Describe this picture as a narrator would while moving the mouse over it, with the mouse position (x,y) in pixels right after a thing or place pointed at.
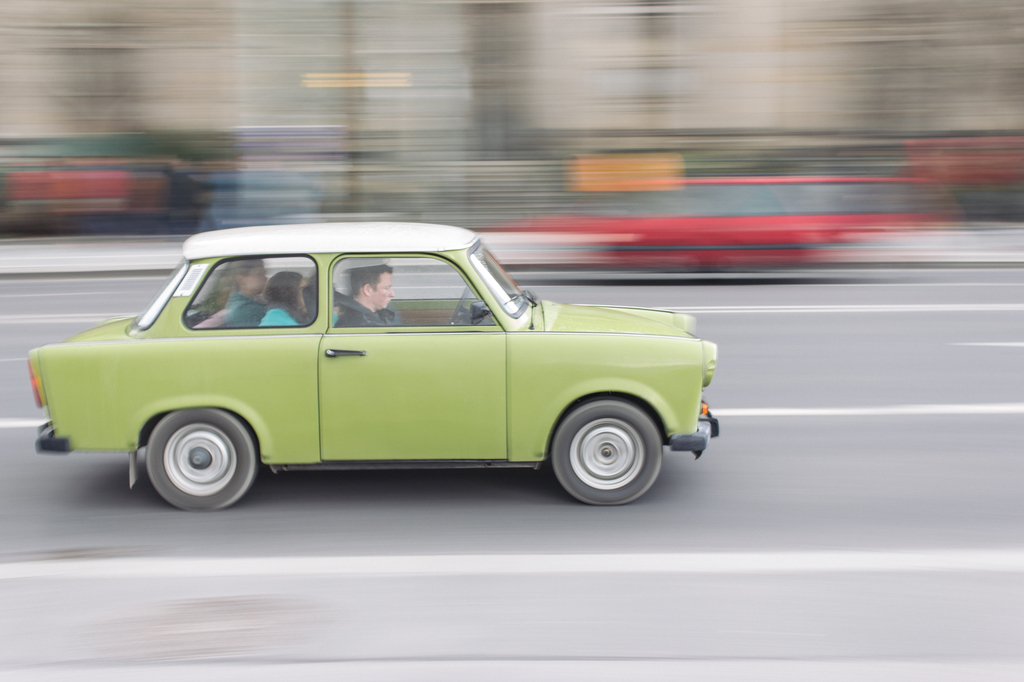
In front of the picture, we see three people (283,284) are riding a green color car (437,297). At the bottom of the picture (680,550), we see the road (749,340). It is blurred in the background (571,167).
